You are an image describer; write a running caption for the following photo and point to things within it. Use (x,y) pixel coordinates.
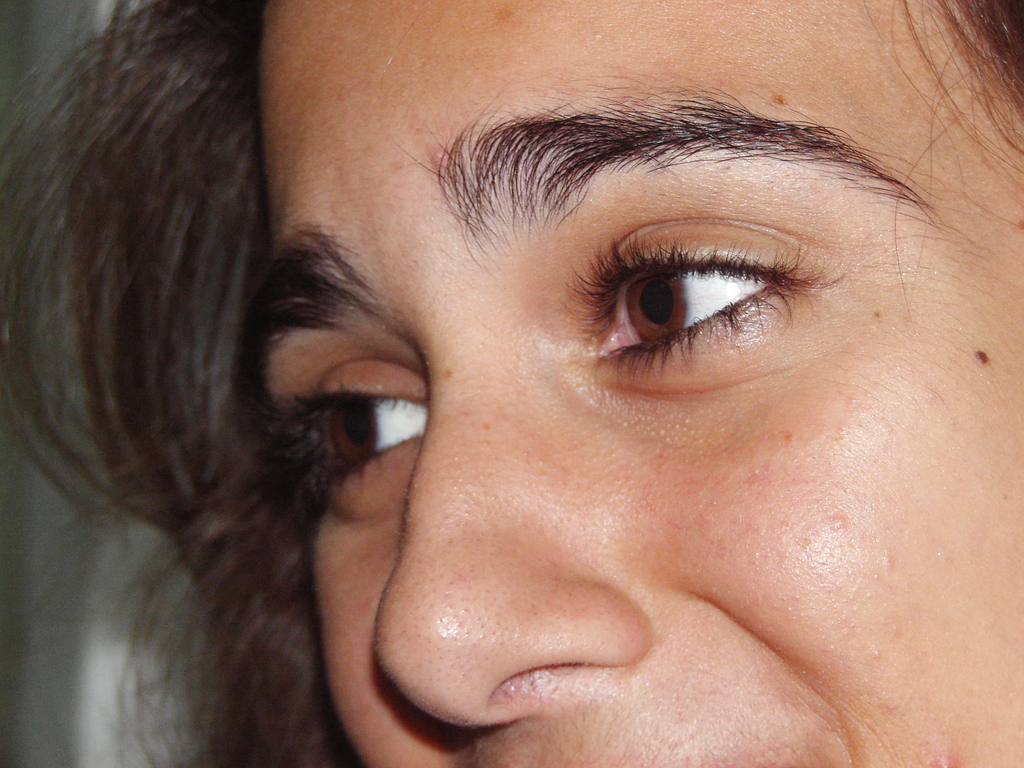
In this image we can see the face (453,276) of a woman (399,374) and hair (197,362). In the background (68,690) the image is not clear to describe.
